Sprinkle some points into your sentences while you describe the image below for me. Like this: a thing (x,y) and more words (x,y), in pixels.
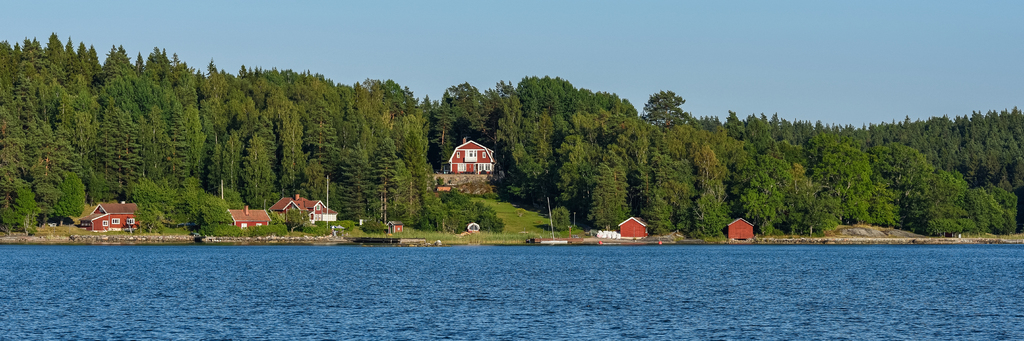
In this image we can see the houses (470,161) and also many trees (664,194). We can also see the grass (441,236). At the top (402,50) we can see the sky (720,41) and at the bottom (505,290) we can see the water (447,299).
